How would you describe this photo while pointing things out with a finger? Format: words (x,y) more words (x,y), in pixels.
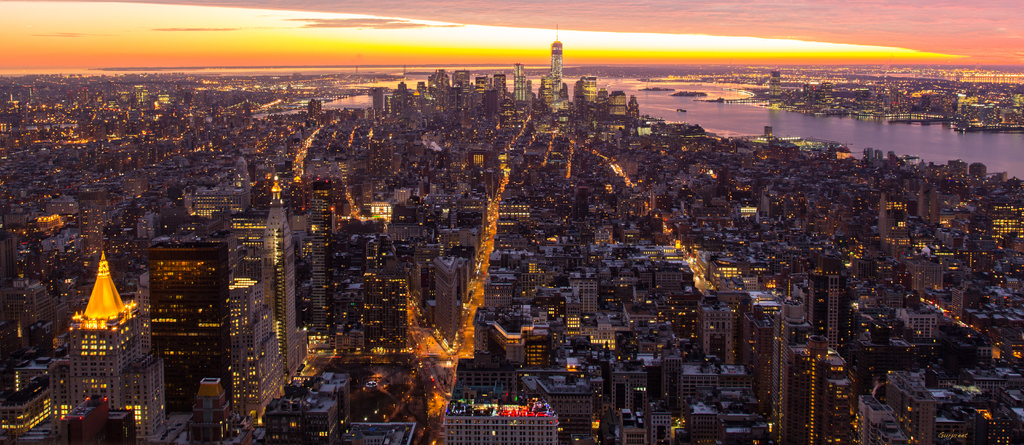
This image is an aerial view. In this image we can see many buildings (502,284). We can also see the lights (473,283), water (787,128) and also the sky (558,10) at the top (689,14).
